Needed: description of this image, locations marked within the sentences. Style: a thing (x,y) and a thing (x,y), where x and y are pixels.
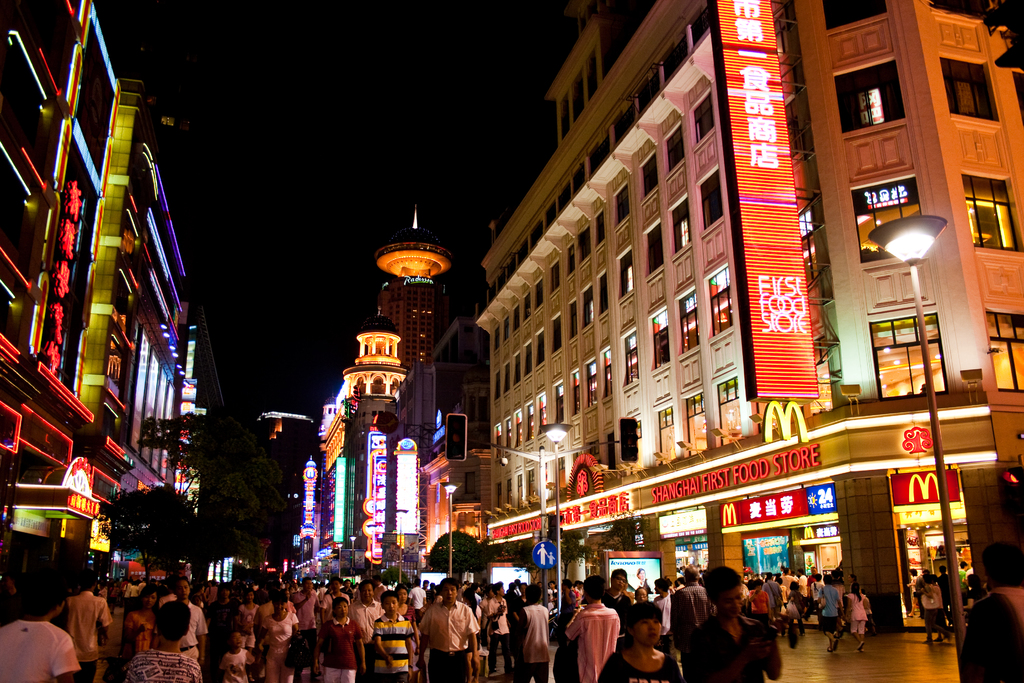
In this image we can see people (670,598), poles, lights (613,488), boards (658,556), trees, hoardings (511,536), and buildings (490,308). There is a dark background (302,84).
